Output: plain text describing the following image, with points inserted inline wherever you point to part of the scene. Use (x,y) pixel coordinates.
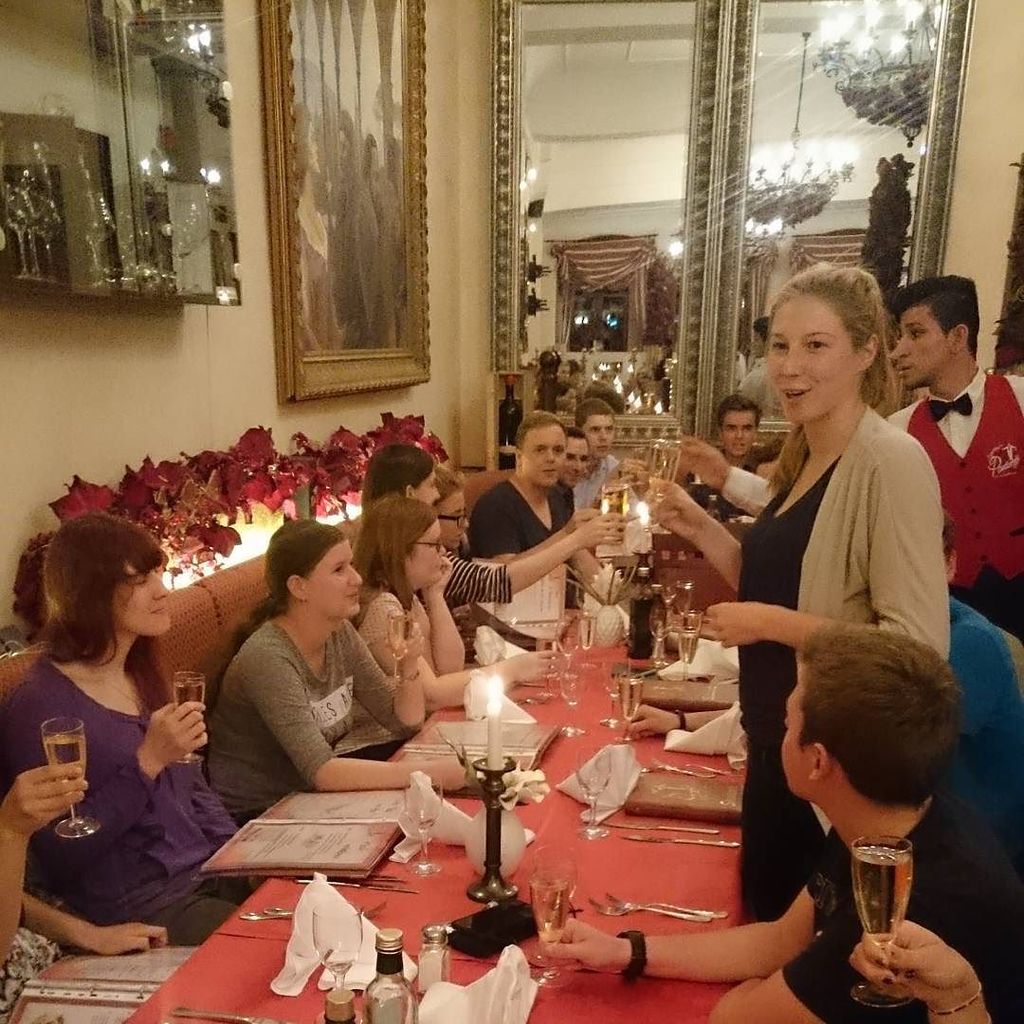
In this picture we can see some persons (308,624) are sitting on the chairs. This is table (613,820). On the table (594,863) there are glasses (565,639), books (276,830), and bottles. Here we can see some persons (872,452) are standing on the floor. On the background (178,336) there is a wall (210,378) and this is frame (331,272). Here we can see lights (893,62).
